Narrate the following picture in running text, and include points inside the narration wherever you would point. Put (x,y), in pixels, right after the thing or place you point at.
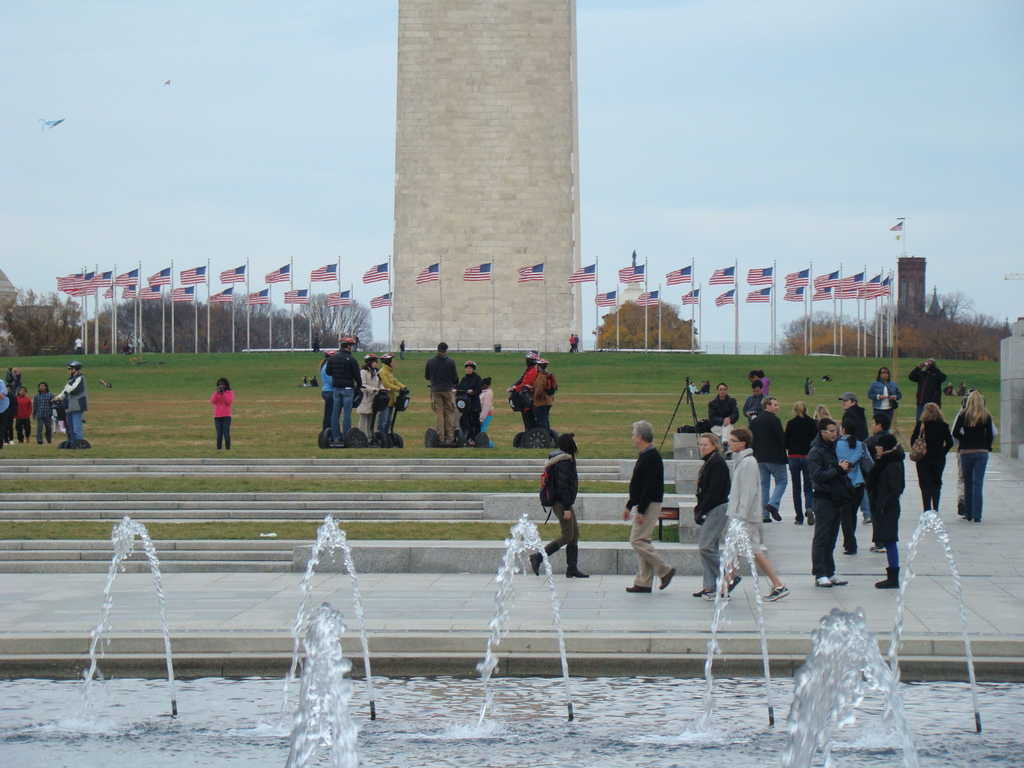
This image consists of many people (882,533) standing and walking. At the bottom (817,759), there is a fountains (878,737). In the front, we can see a big wall (499,269) along with flags (66,280) and trees (362,332). At the bottom (228,526), there is grass (309,415) on the ground (617,390). In the front (378,505), there are steps (398,503). At the top (256,253), there is sky (318,264).
